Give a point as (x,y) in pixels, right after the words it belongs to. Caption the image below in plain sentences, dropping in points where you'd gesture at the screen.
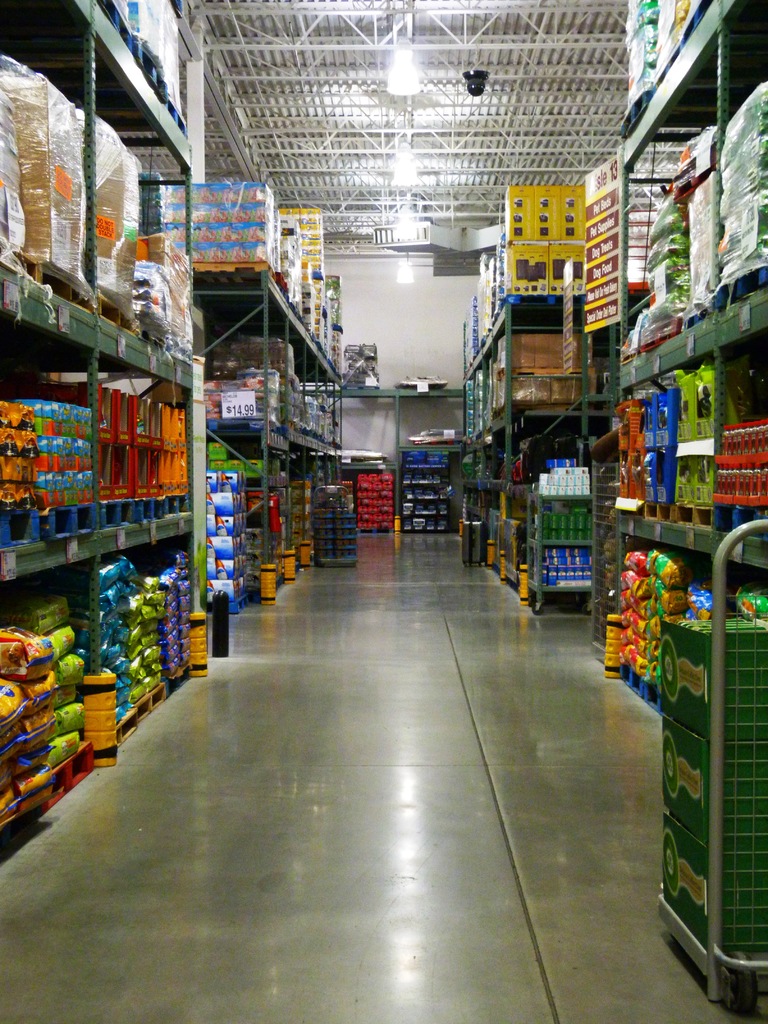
In this picture we can see shelves (343,398), at the left bottom (74,720) there are some bags (87,639), we can see cardboard boxes (53,252) on the left side (98,224), at the right bottom (714,705) there is a trolley (755,722), we can see some things (648,411) present on these shelves (488,369), there are some metal rods (445,151) and lights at the top of the picture (474,136).
